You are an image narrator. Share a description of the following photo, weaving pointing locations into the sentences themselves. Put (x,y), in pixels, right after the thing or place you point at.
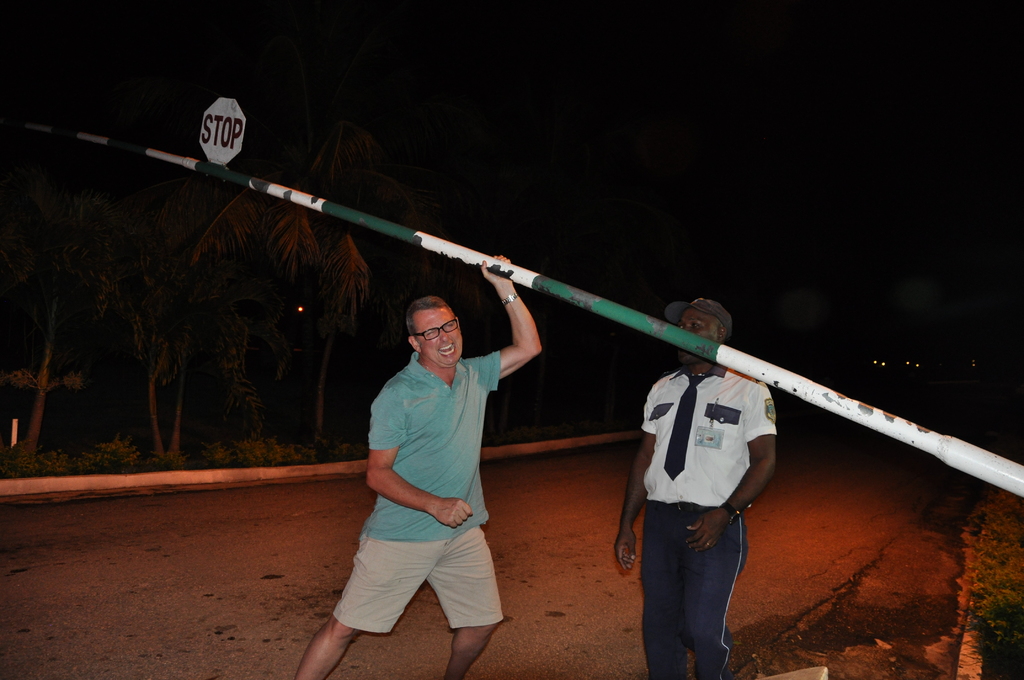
In this image we can see two persons (387,611) are standing on the road (594,503). Here we can see a pole (658,336), stop board (213,113), and trees (43,288). There is a dark background (580,356).
